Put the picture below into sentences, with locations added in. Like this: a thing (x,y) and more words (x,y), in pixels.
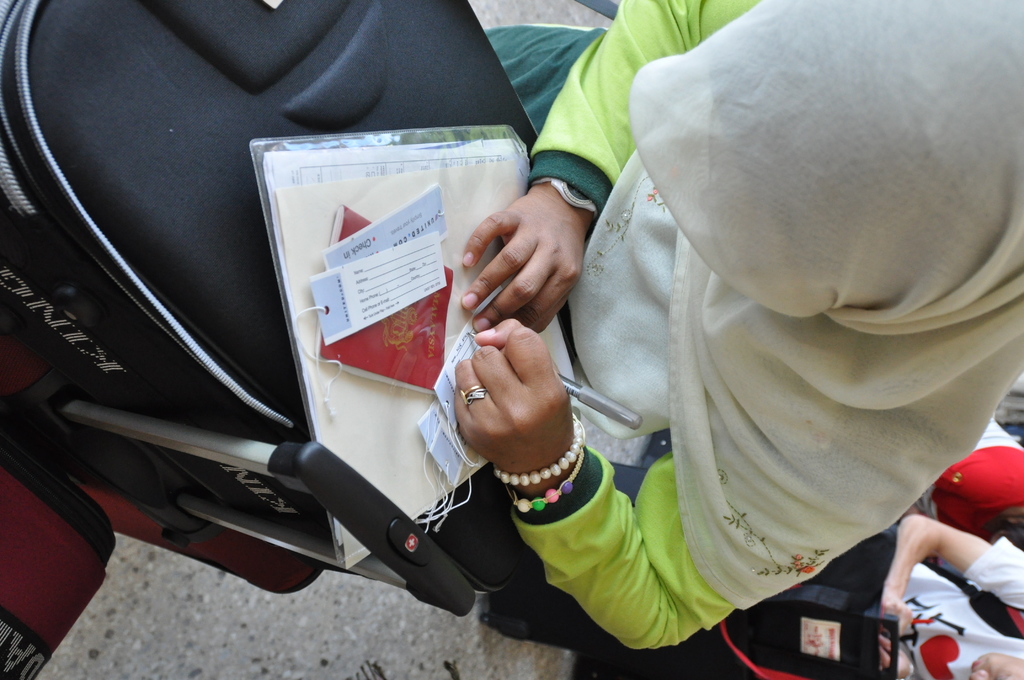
This picture describes about group of people (853,501), in the middle of the image (601,298) we can see a woman (597,329), in front of her we can find baggage (157,220), and she is writing on the paper (451,408).
